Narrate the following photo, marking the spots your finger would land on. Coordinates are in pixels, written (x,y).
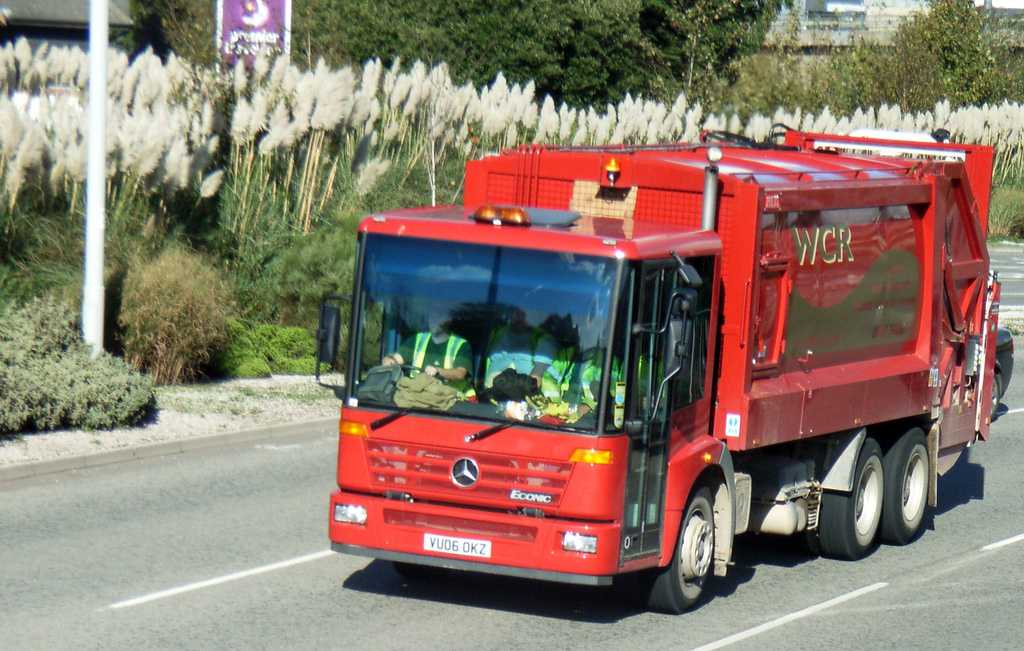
In this image I can see the road (294,582) and a vehicle (536,513) which is red and black in color on the road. I can see few persons (568,374) in the vehicle (821,277). In the background (99,3) I can see a white colored pole (104,19), few trees (127,302) which are green and cream in color, a banner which is pink in color, few buildings (882,16) and the sky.
